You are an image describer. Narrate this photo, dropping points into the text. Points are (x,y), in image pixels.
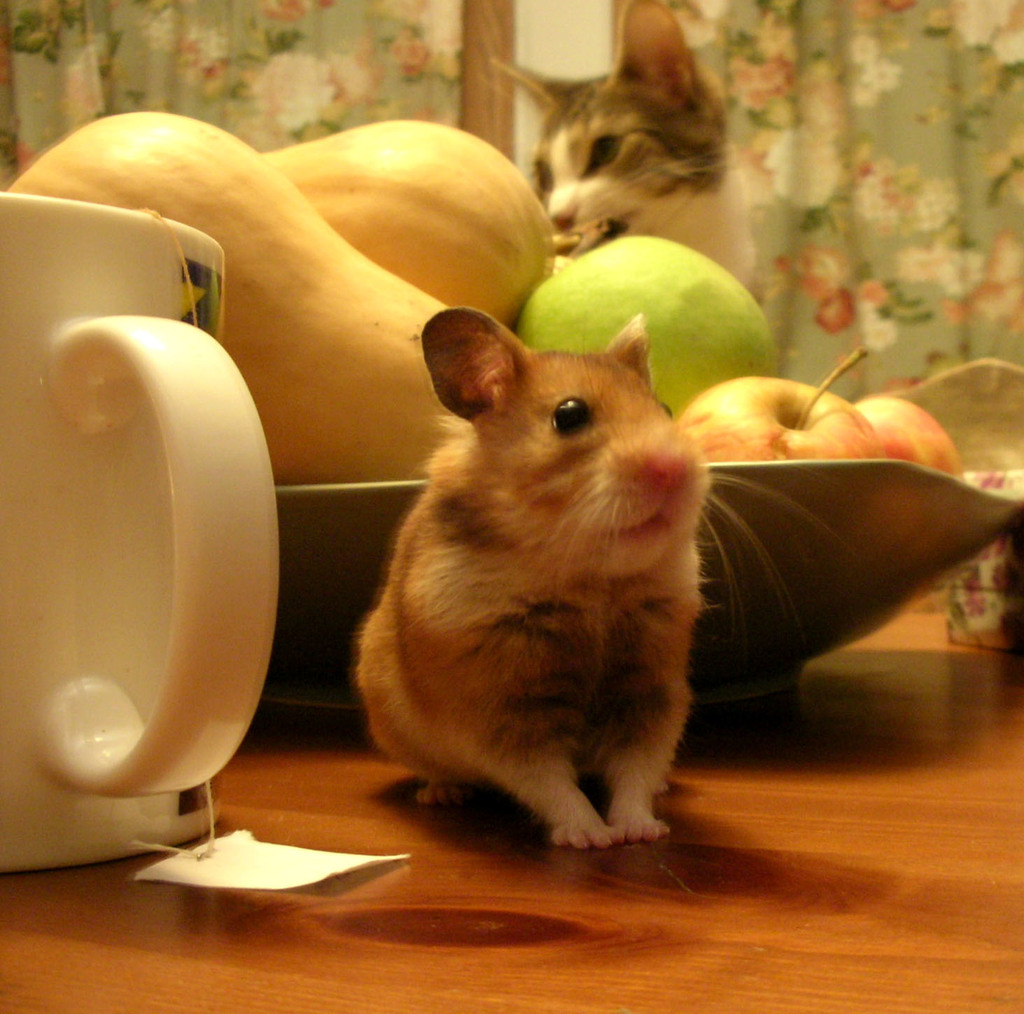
There is a hamster (545,509) on a wooden surface (664,879). Also there is a cup (221,534) and a tray (798,477) with fruits (771,416) on the surface (669,779). In the back (645,177) there is a cat (609,185) and curtains (736,56).
